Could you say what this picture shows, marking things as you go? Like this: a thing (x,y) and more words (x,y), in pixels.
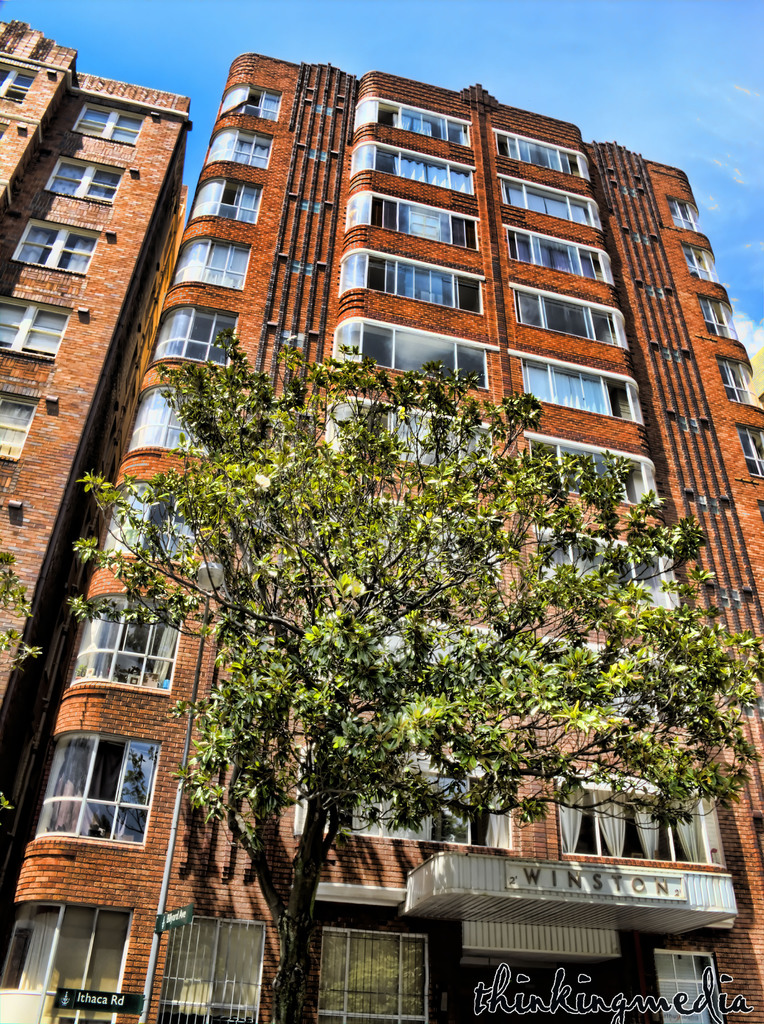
In this image in front (159,541) there are trees (228,539). There is a street light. There is a sign board (120,995). Behind the trees (626,799) there are buildings (429,233), curtains (683,831), windows (670,843). In the background of the image (571,6) there is sky (598,64) and there is some text (726,978) written on the bottom of the image (713,980).
